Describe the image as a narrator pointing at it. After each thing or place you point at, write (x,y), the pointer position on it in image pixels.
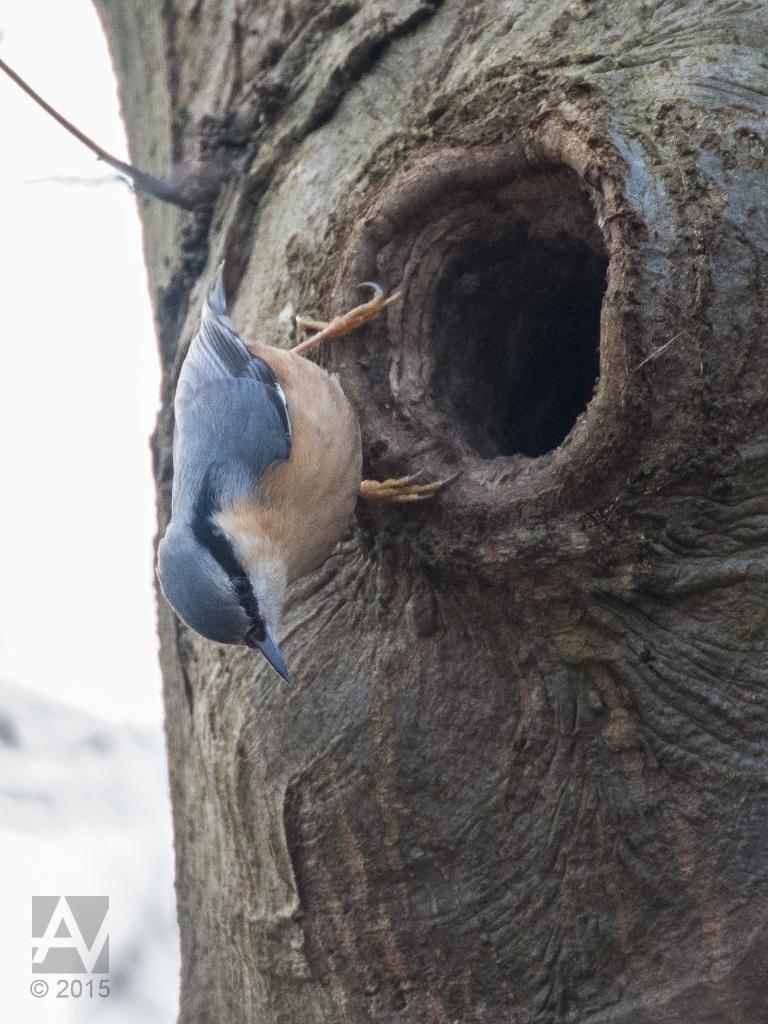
A nuthatch (211,486) is on trunk (417,26). On this trunk (417,37) there's a hole (491,450). Left side (88,939) bottom of the image (88,928) there is a watermark (91,965).
